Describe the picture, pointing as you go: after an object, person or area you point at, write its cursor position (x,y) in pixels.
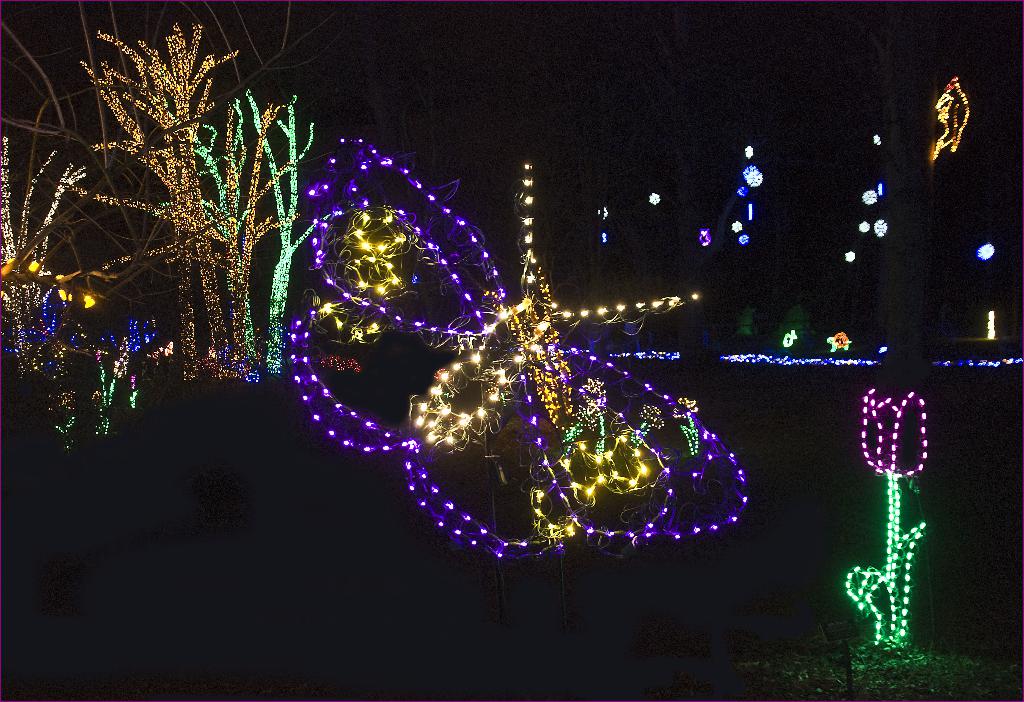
In this image is during night and I can see there is a lighting (173,184) on trees (160,199) and background (710,171) is very dark.
